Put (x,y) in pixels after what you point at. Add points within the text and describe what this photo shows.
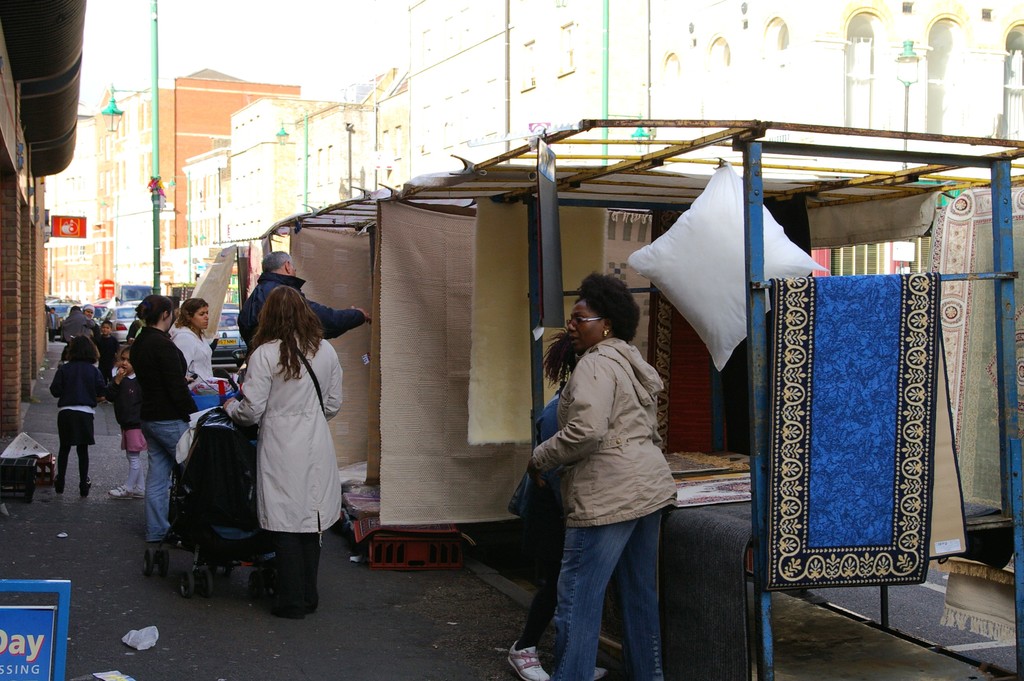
In this image we can see the buildings (652,67) and the street lights (156,45). And we can see some people (148,412) near the stall (510,517). And we can see some vehicles (120,298).
